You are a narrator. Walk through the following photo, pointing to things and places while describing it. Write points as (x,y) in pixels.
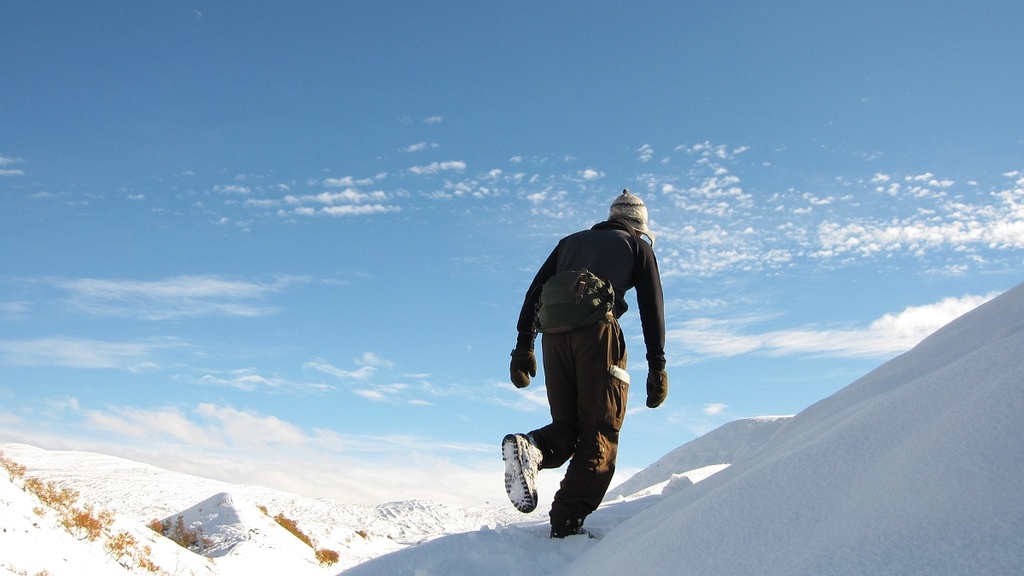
In this image I can see the person (631,273) walking on the snow (711,535) and the person (632,251) is wearing black color dress (583,247). In the background (343,290) I can see the sky (407,199) in blue and white color.
